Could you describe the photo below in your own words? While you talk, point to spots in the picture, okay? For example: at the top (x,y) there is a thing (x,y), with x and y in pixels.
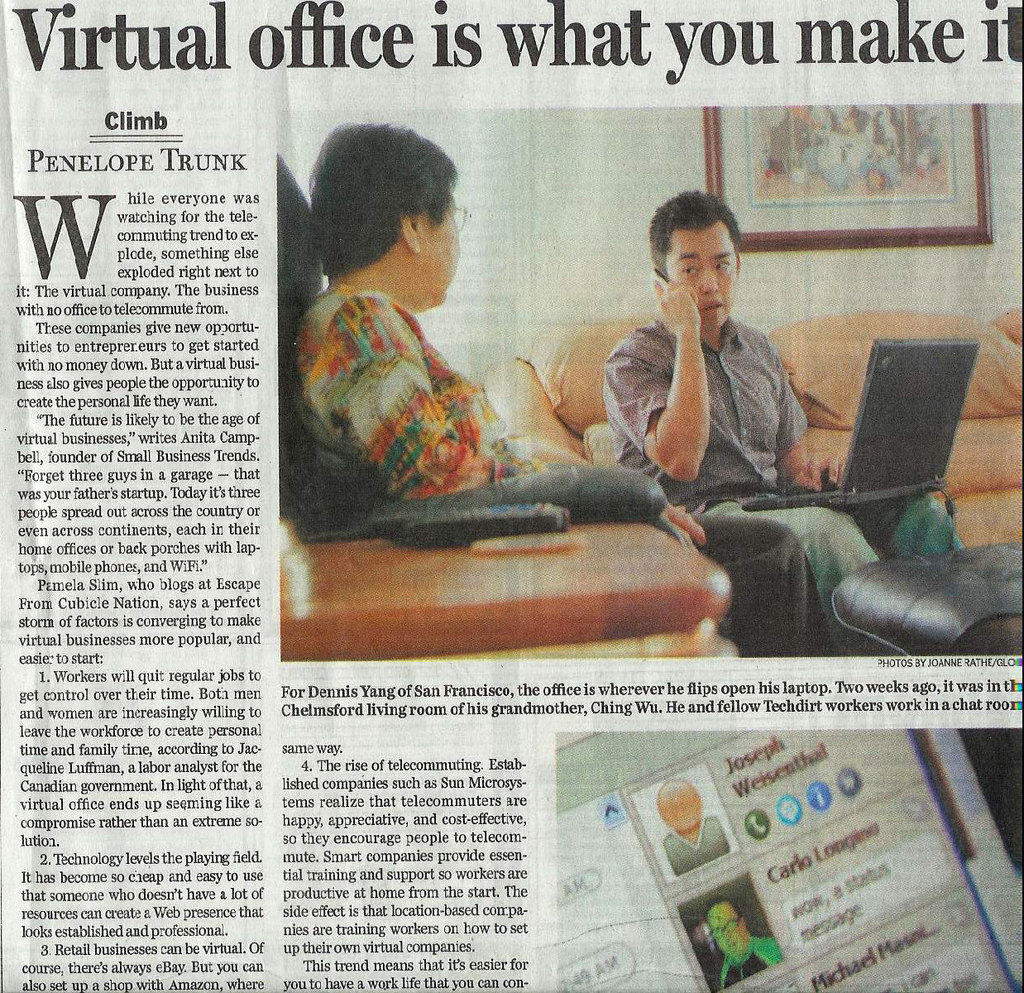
In this image there is a newspaper (303,763), there is text (155,707) printed in the newspaper (164,649), there are two persons (727,353), a person (723,391) is answering a phone call, there is a laptop (883,444), there is a photo frame (894,184), there is a couch (812,377), there is a white color wall (591,250) behind the person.
